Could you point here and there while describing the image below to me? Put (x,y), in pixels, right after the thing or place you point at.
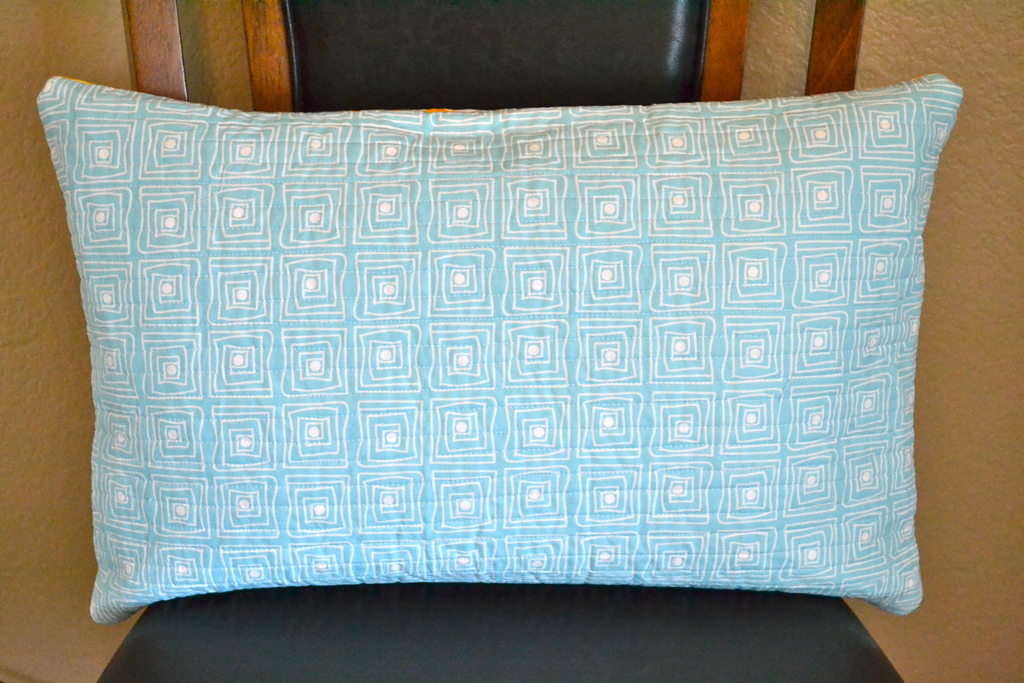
In this image we can see a chair (478,635). There is a pillow (487,352) on the chair (203,652). There is a wall (988,384) behind a chair (458,638).
